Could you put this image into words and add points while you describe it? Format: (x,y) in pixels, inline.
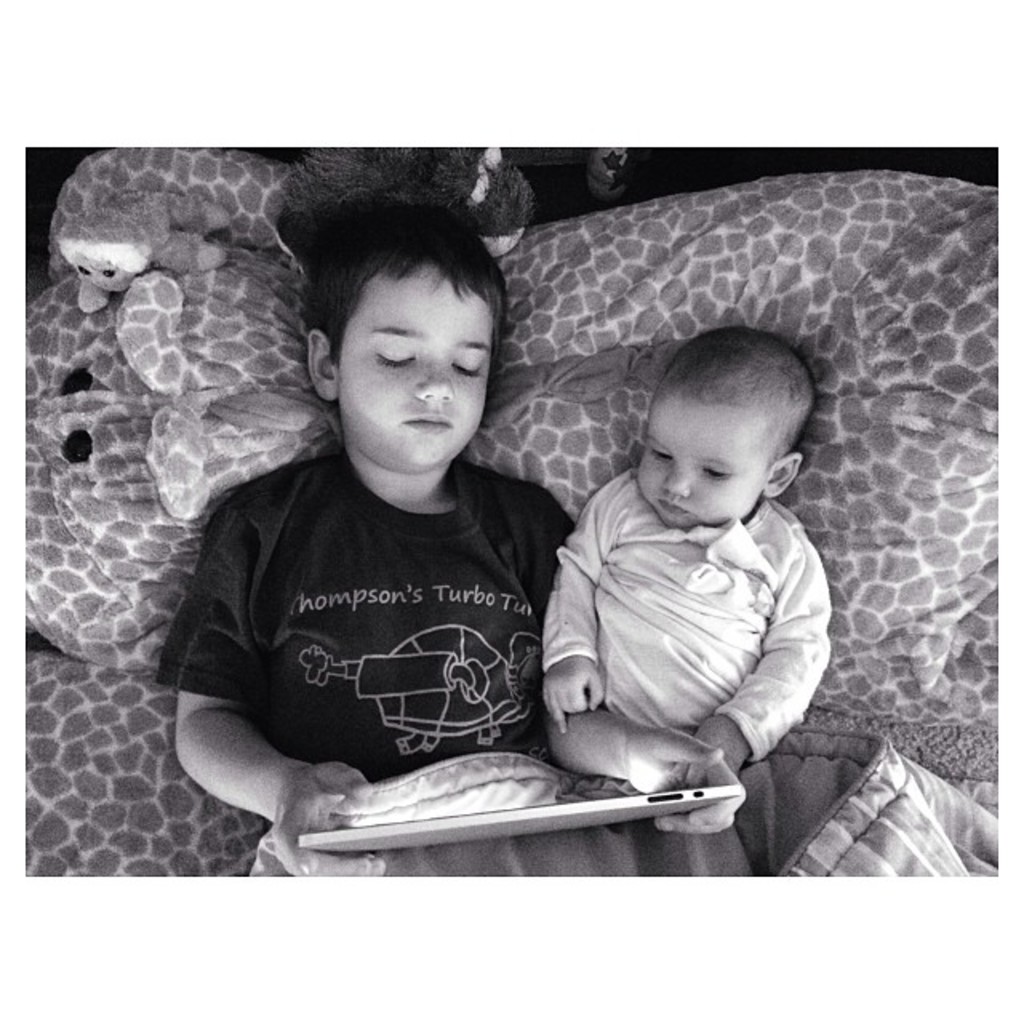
In this image there are two kids (467,585) lying on the bed (31,723) and one of them is holding an iPad (641,800), around the kids (451,542) there are dolls (261,399).
